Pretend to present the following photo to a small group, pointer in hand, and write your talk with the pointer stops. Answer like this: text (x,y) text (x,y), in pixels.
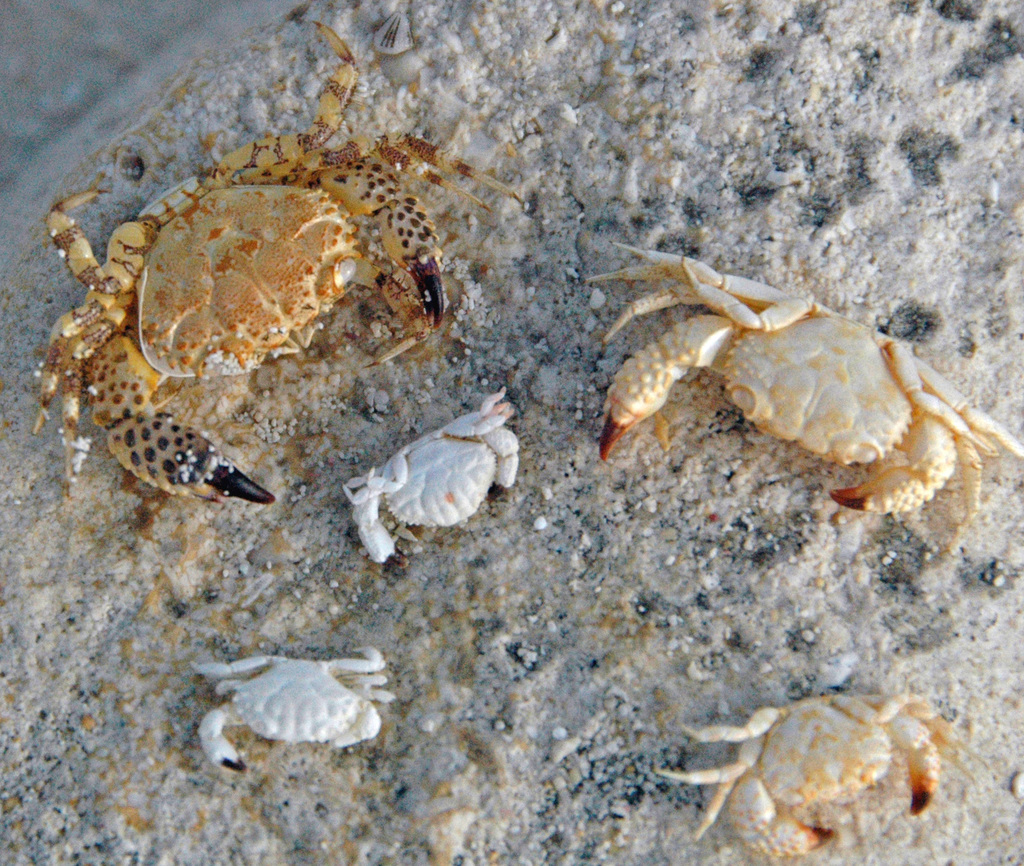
In this image there are some crabs (634,374), and in the background (88,735) there is sand (563,699).
